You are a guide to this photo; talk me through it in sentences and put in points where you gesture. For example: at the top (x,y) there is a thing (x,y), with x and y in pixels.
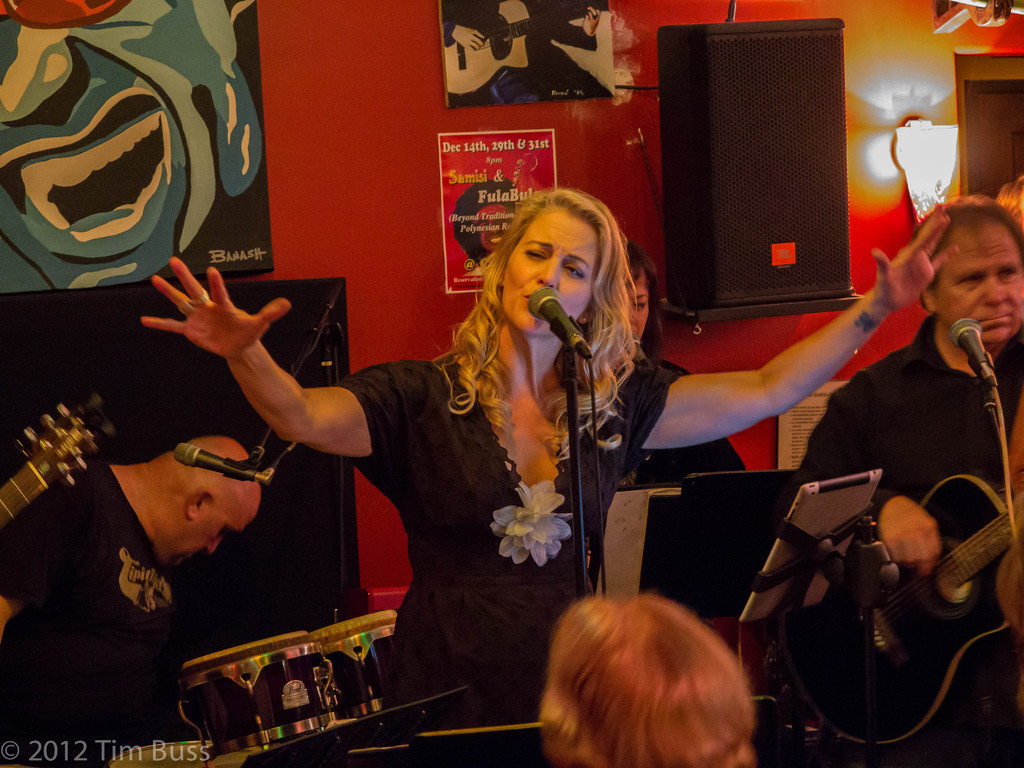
This picture is clicked in a musical concert. Woman (459,547) in black t-shirt (434,470) is singing song on the microphone (543,311) in front of her. Beside her, we see a man (123,611) playing drums (343,656) and behind them, we see a wall (343,148) which is red in color and we even see some photo frames (467,75) and posters (463,192) are placed on that wall (274,197).
